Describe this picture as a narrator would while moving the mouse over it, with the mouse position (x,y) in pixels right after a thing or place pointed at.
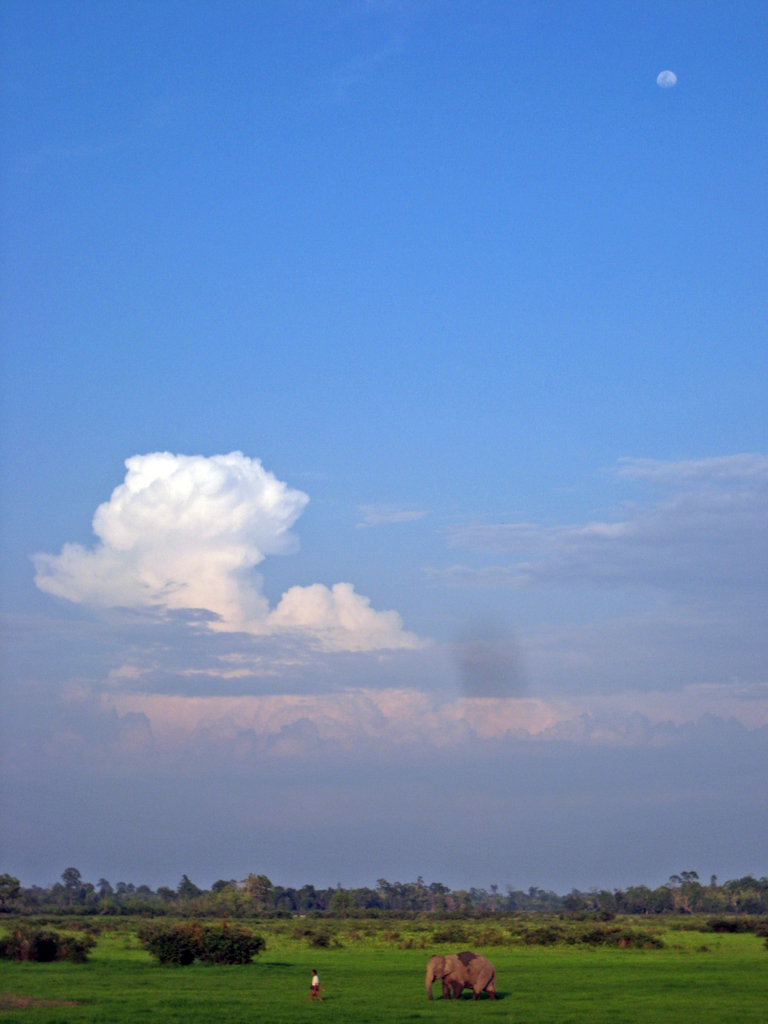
In this picture we can see an elephant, person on the ground (568,978) and in the background (751,598) we can see trees (727,906), sky (727,848) with clouds (727,694).
